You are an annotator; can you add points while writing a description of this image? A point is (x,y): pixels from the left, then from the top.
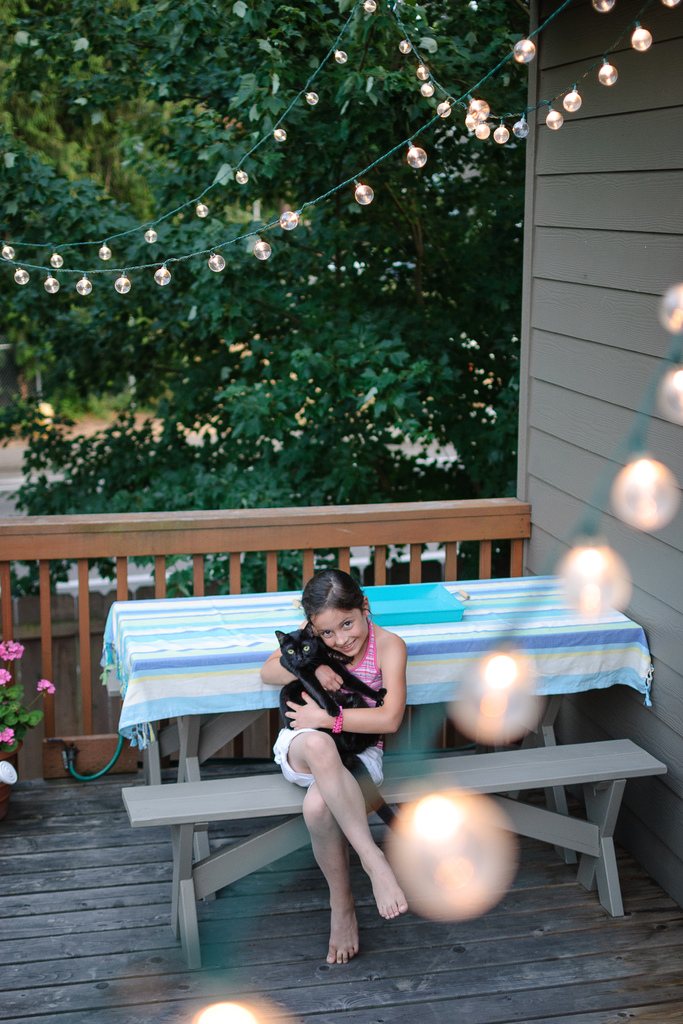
In this image a girl (346,638) is sitting on a bench (245,802). She is holding a cat (306,669). Behind her there is a table (201,642) and there is a fence (162,541). in the background (336,260) there are trees (277,329). On the top (214,264) there are bulbs (222,260). On the left (1,701) there is a flower plant (18,698).
